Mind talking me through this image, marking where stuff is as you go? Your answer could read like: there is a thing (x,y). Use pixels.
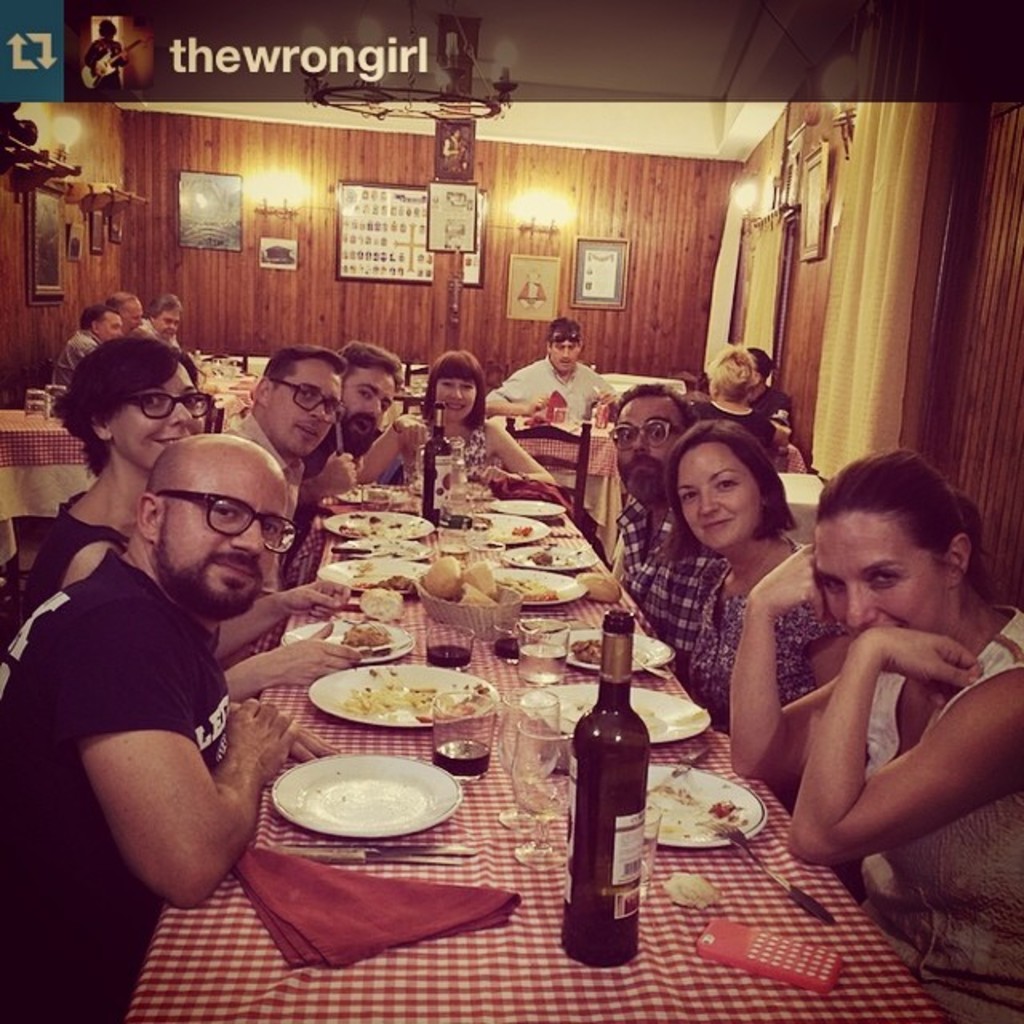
In this picture we can see a group of people (241,560) sitting on chairs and in front of them on table (387,584) we can see bottles (630,757), glasses (477,730), basket (459,619), plate (365,716) with food (390,600) in it, fork (735,836), knife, cloth (321,912), mobile (827,979) and in background (283,240) we can see wall (504,257) with frames (433,236), light (519,204).
